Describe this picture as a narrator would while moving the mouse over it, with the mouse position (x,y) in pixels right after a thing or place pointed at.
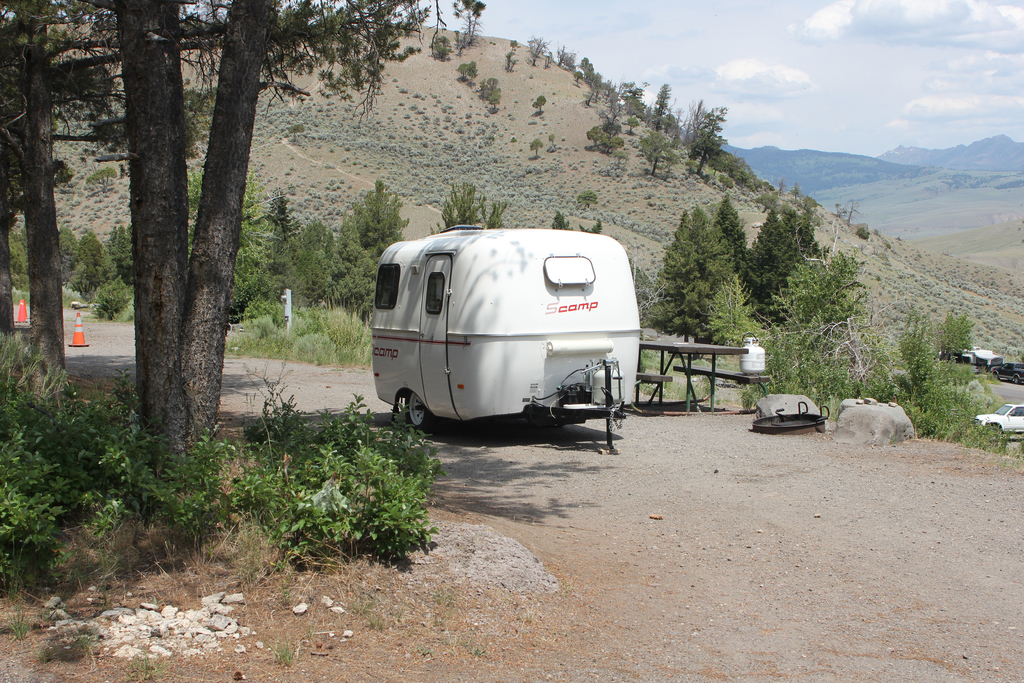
In this picture there is a white color van (508,354) which is parked near to the benches (699,375) and the table (692,358). In the background (979,253) I can see the mountains (569,153). On the left (79,340) there are two traffic cones (81,327) which are placed near to the plants (123,276) and grass (96,390). In the bottom left corner (55,596) I can see some stones (90,627). On the right (952,369) I can see the rocks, trees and car (981,425). At the top (819,50) I can see the sky (860,6) and clouds (860,6).
